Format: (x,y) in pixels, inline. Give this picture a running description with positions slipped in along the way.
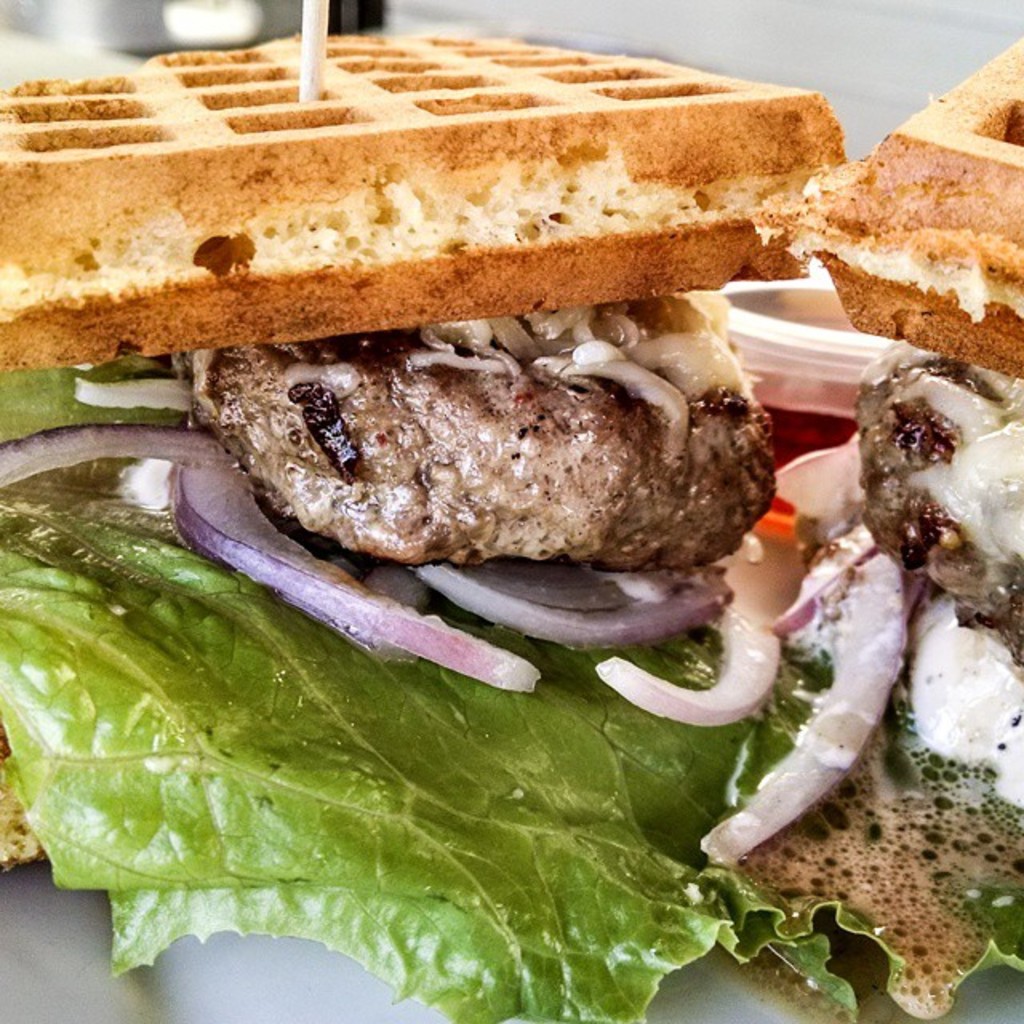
In the center of the image (606,602) we can see one plastic box (810,415) and some food items (614,424), in which we can see onion slices (730,712), leafy vegetables (270,791), breads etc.
